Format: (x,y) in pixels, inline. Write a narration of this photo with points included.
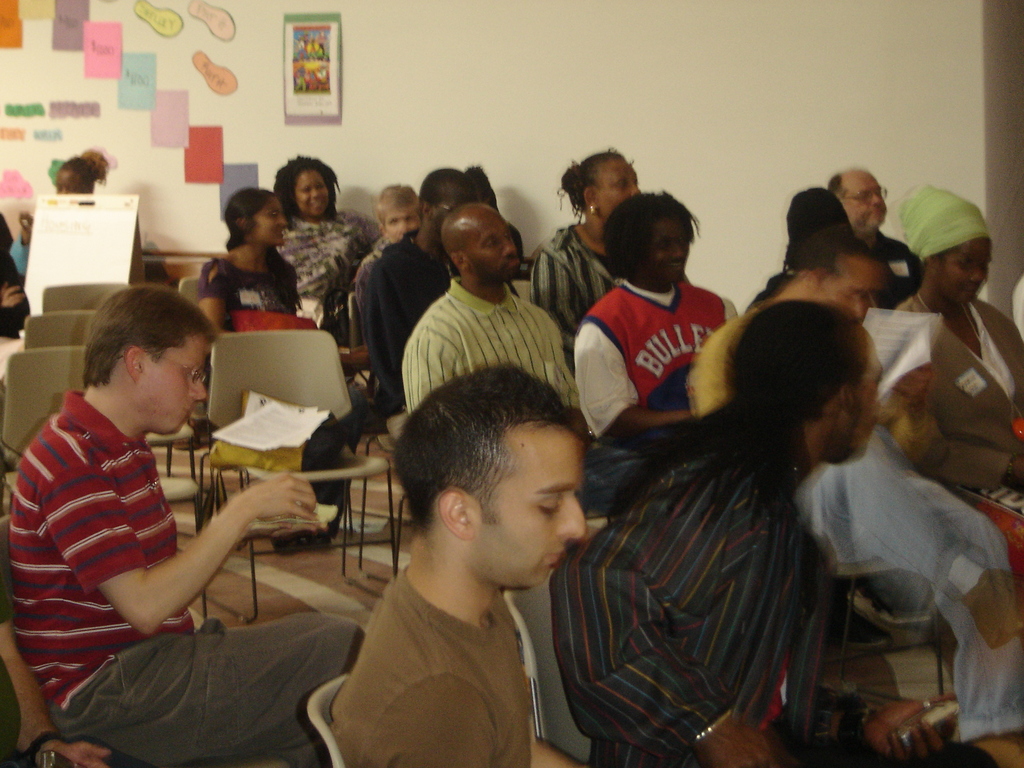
In this image I can see a group of people (589,344) are sitting on the chairs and few are holding books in their hand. In the background (422,111) I can see a wall (422,153), wall paintings (159,96), photo frame (309,96) and so on. This image is taken may be in a hall (436,246).
